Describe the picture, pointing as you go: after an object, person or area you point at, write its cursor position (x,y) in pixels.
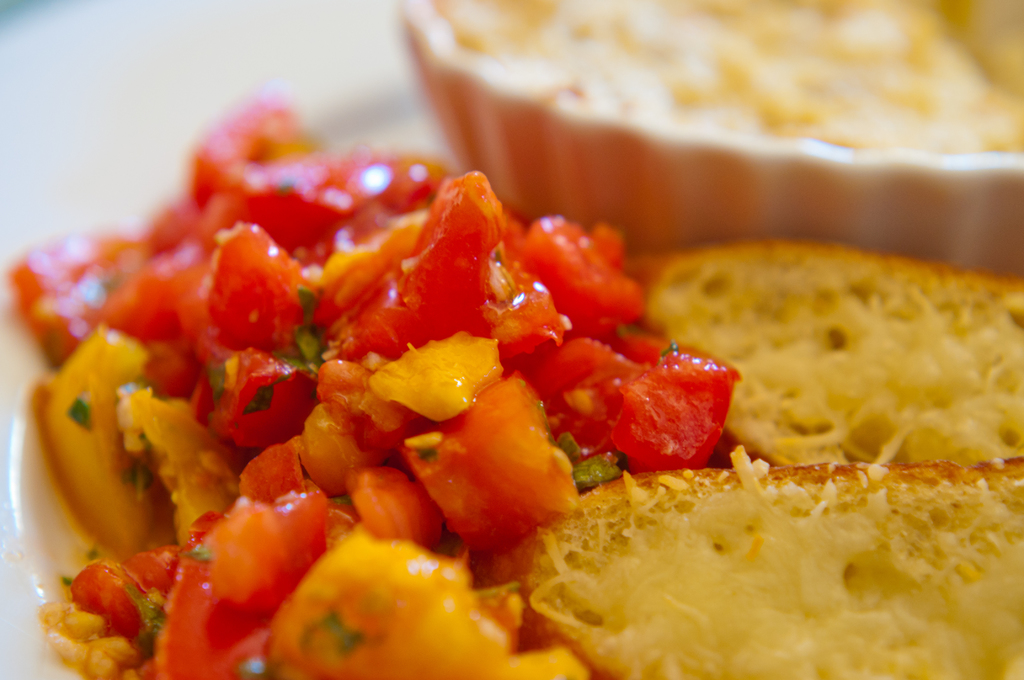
In this image, I can see the food items (654,392), which are made with tomatoes (375,413), capsicum (201,438), bread (768,411) and few other ingredients (736,461). In the background (637,218), that looks like a bowl (636,170).
